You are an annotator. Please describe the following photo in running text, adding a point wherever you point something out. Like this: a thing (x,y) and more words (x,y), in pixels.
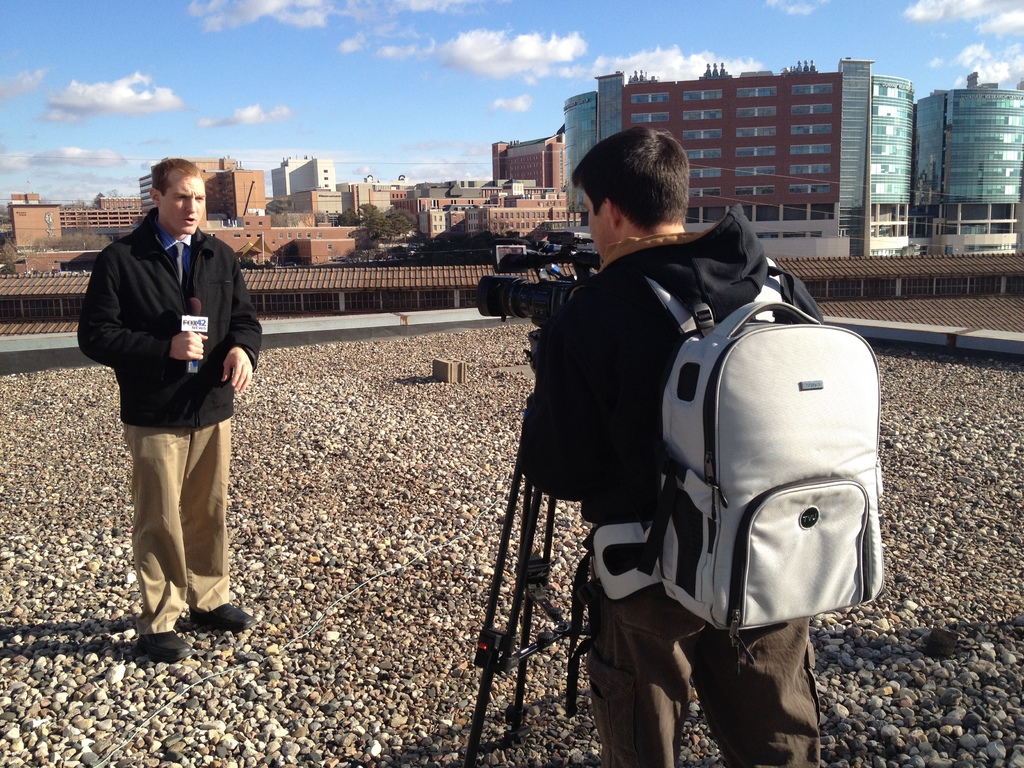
In this picture a guy (619,246) who is wearing a back pack (746,392) is shooting another guy (129,260) who is catching a mic (191,319) with a camera (515,245). In the background (951,137) we observe many buildings (535,169).
